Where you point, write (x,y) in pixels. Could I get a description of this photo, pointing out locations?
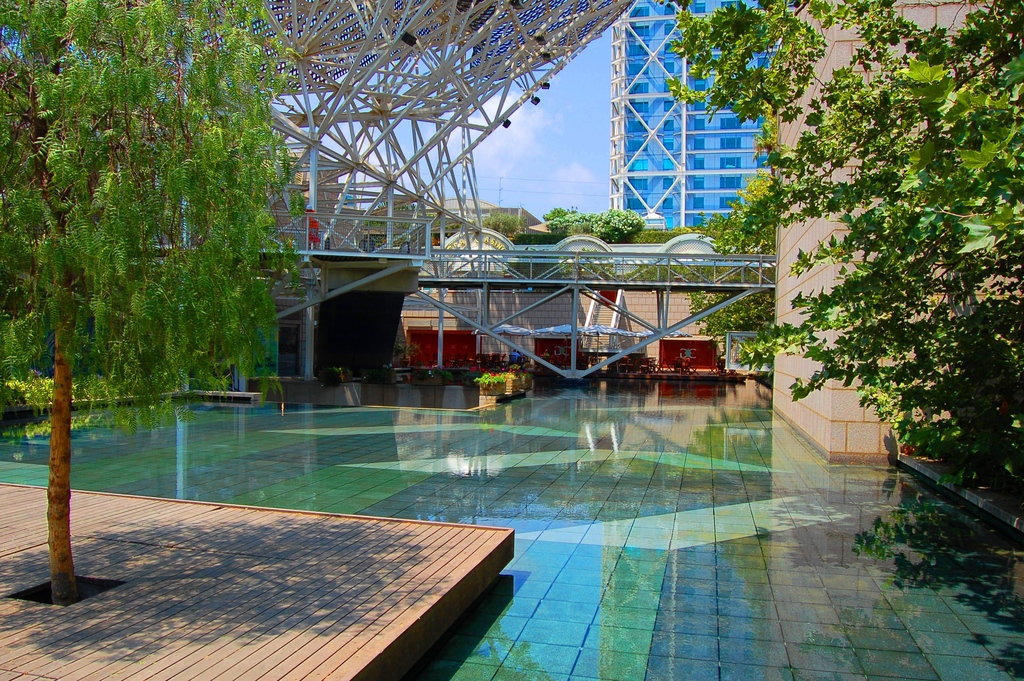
In this image there is a building (613,97) in the background of the image (662,22). There are trees (805,202). There is water (368,487) at the bottom of the image (651,572).
